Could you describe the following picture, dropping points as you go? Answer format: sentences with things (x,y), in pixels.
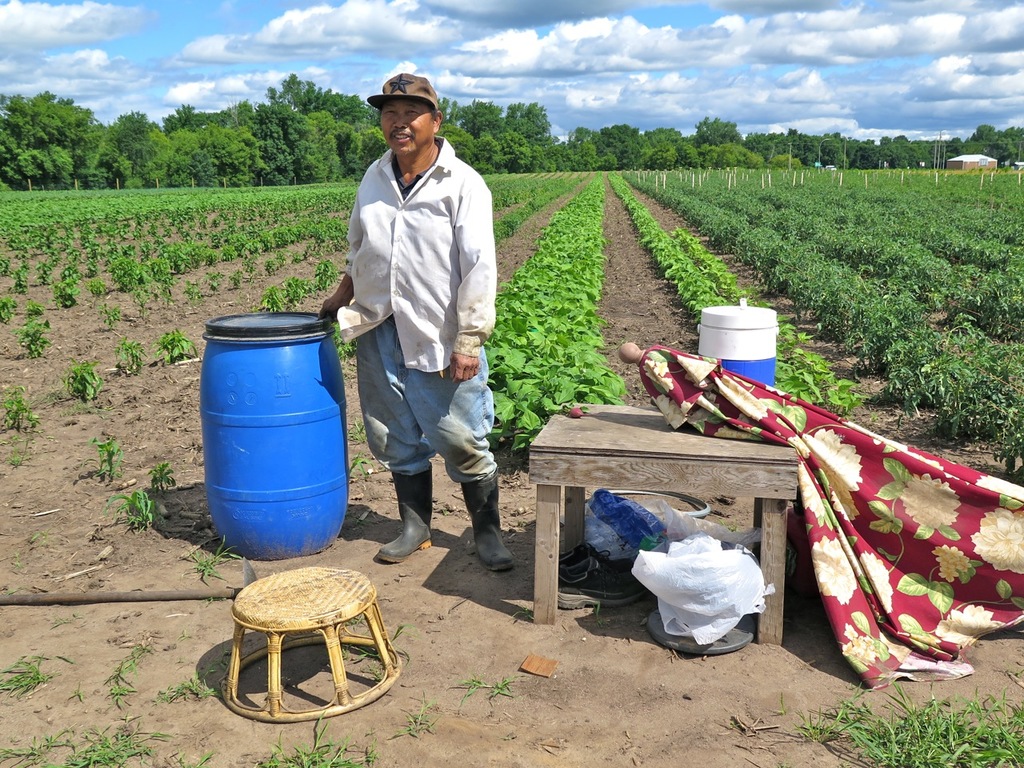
In this image we can see a person (438,107) standing in the center (483,386). In the background (640,153) we can see a farm (612,260) and trees (180,165) and a sky (511,46) with clouds (600,66). Here we can see a wooden table (651,469) and a water drum (289,447) which is on the left side (254,459).
